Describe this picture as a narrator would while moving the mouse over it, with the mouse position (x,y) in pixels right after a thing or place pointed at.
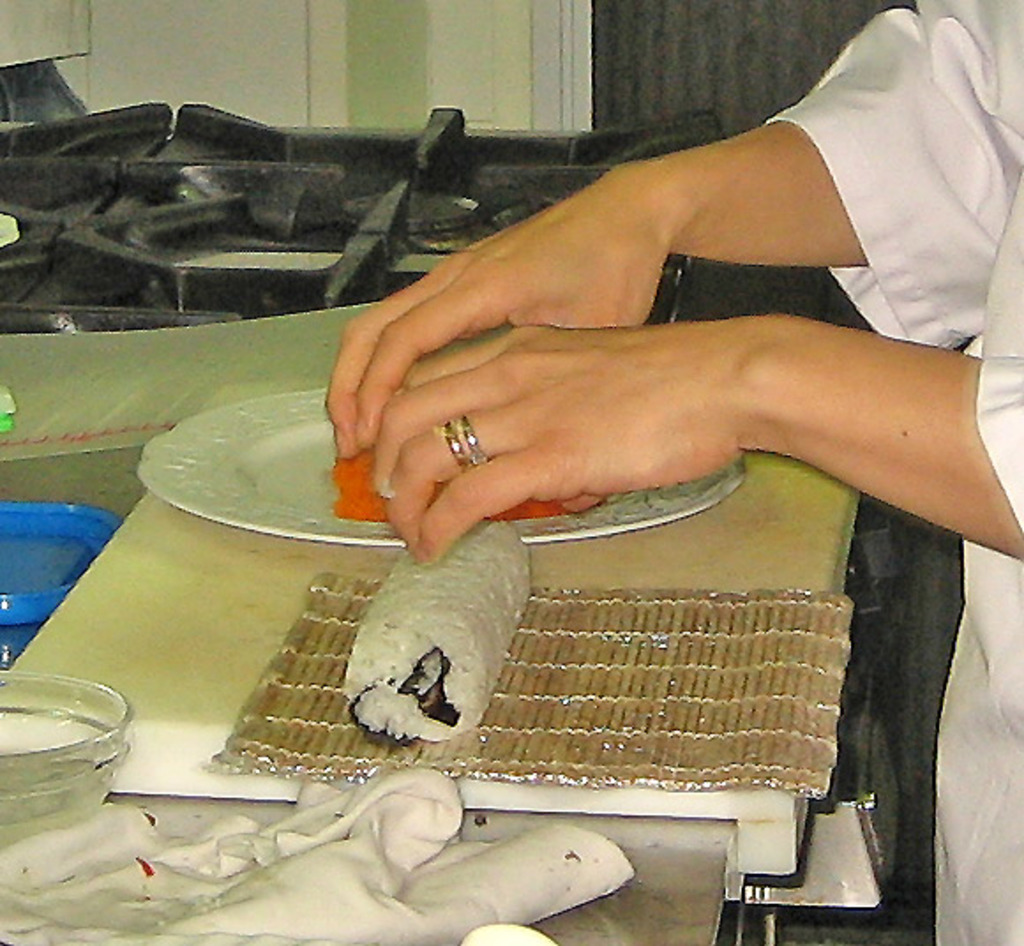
In this image there is a table (560,801) and we can see a plate (299,514) containing food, sushi (434,619), napkin (456,786). bowls (118,769) and a mat (600,654) placed on the table (560,818). On the right (894,496) we can see a person (897,462) preparing food (516,598). In the background (194,279) there are stoves (417,164) and a wall (134,53).
